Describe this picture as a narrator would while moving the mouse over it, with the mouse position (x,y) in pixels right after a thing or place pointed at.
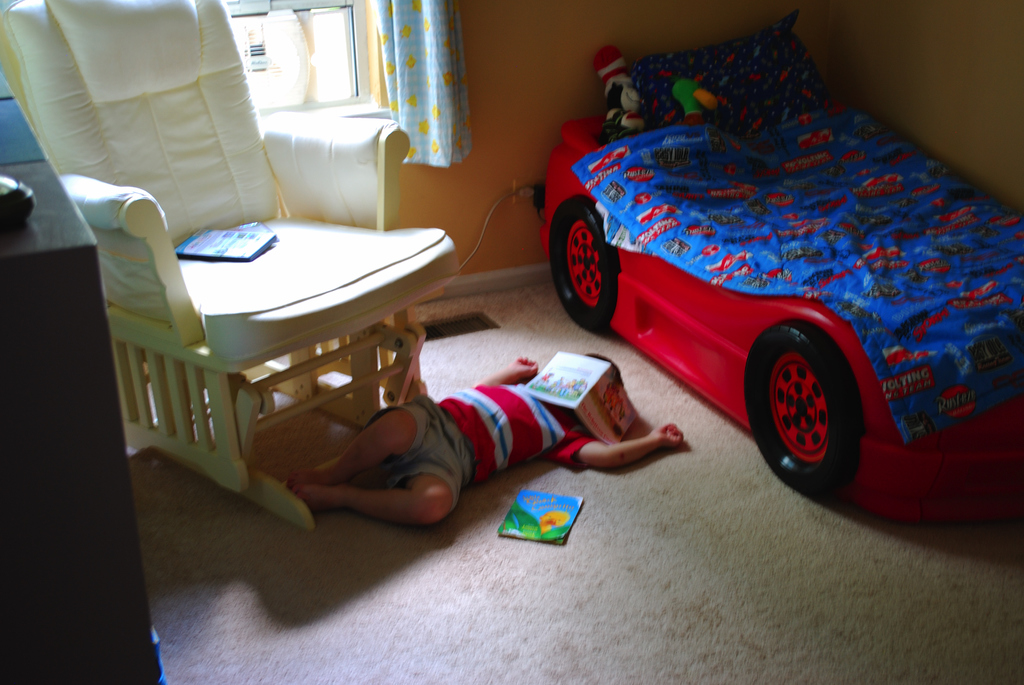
In this picture we can see a boy (631,461) who is laying on the floor (737,625). This is the bed (920,198) and there is a chair (321,254). Here we can see some books (234,245) on the chair (267,275). And this is the wall (536,89).
